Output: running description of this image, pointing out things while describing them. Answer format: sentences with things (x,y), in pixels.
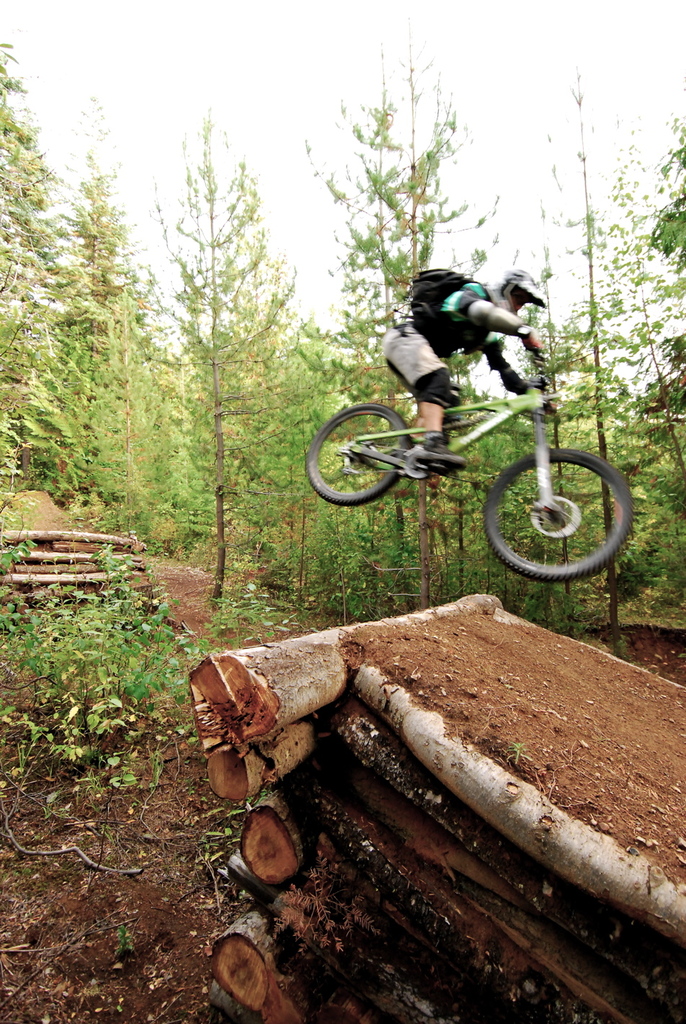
In this picture we can see a person (453,309) wore a helmet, shoes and riding a bicycle (384,406) in the air, wooden logs (436,808) on the ground (201,610), trees (415,513) and in the background (330,164) we can see the sky (470,208).
